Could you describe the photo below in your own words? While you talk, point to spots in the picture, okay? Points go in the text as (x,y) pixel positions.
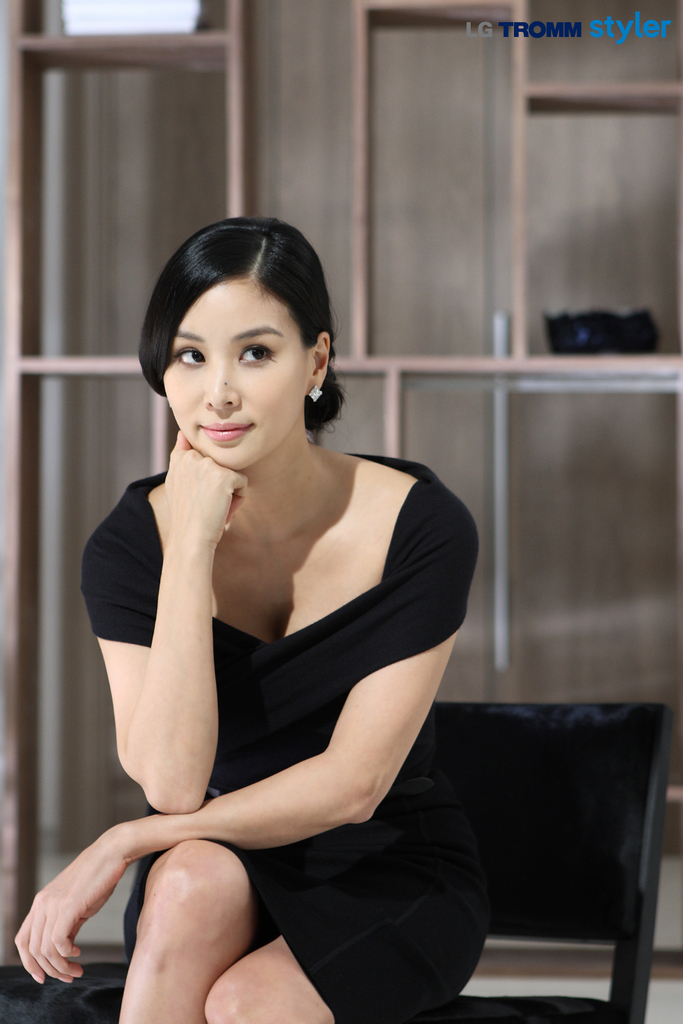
In this image we can see a woman (237,608) sitting on a chair (16,1017). On the backside (434,446) we can see some objects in the shelves (418,372).
